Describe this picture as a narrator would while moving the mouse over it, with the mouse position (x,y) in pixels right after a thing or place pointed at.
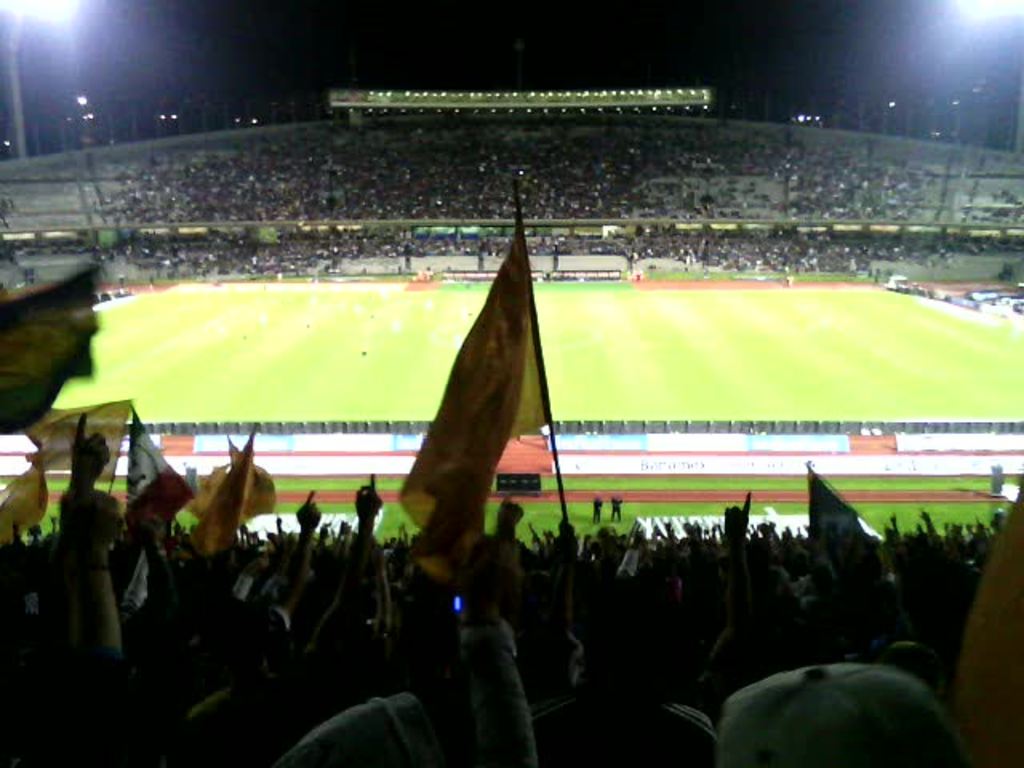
This image is taken in a stadium (149,560), where we can see the crowd (441,690) sitting and holding flags (469,459). In the background (645,349), there is a playground (337,351), the crowd (395,178), few poles (21,112) and the dark sky (574,53).
